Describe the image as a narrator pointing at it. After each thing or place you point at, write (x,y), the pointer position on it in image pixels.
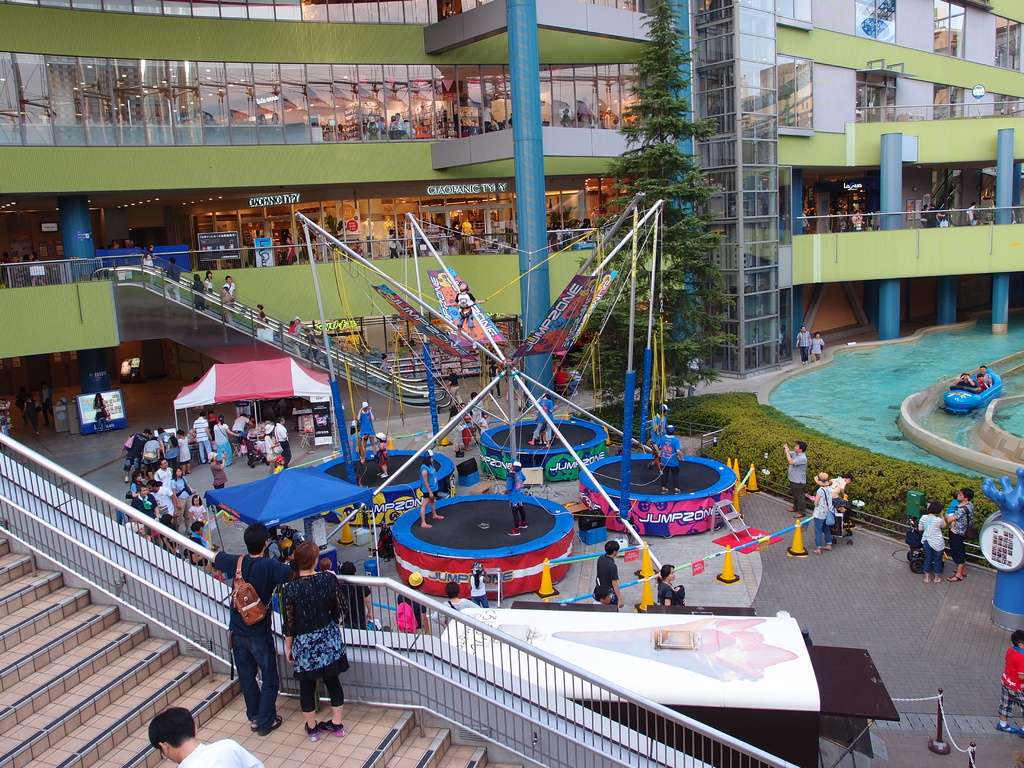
In the image there is a huge shopping mall (732,257) and in front of that there are trampolines (385,463), around the trampolines (629,420) there are many people (797,460), on the right side (831,384) there is a pool (841,384) and few people (974,385) are taking some water ride (972,399), in the foreground (58,554) there are stairs (214,705).
